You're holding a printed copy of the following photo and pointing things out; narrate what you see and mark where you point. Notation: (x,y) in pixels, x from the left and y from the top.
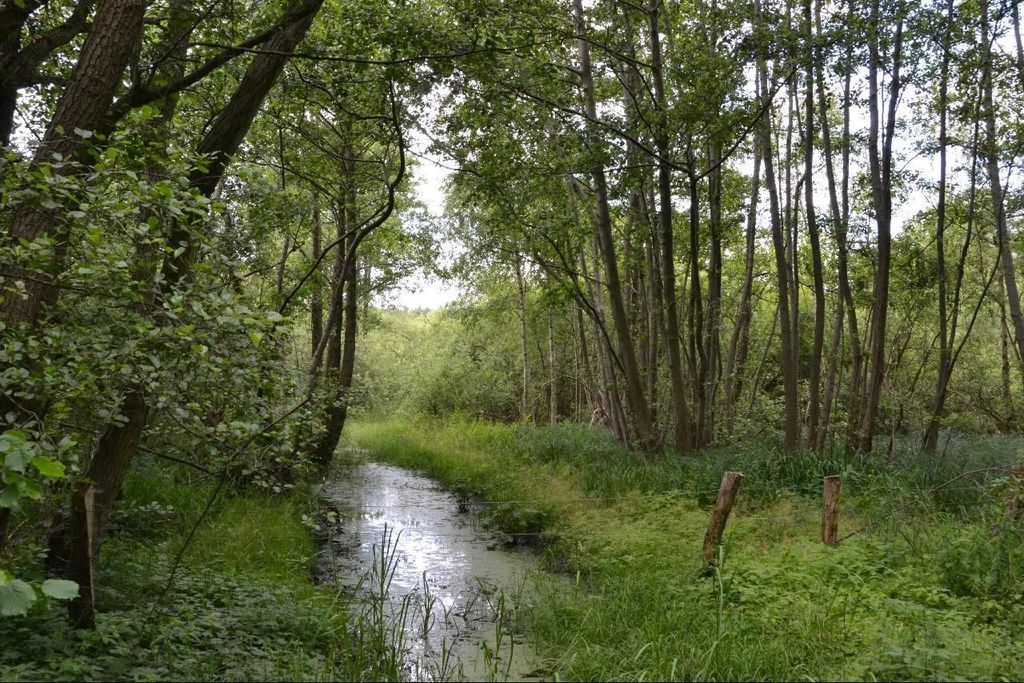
In this image there are trees (791,308), there is sky (440,206), there is water (428,541) between plants (552,458), there is fencing (624,510).
